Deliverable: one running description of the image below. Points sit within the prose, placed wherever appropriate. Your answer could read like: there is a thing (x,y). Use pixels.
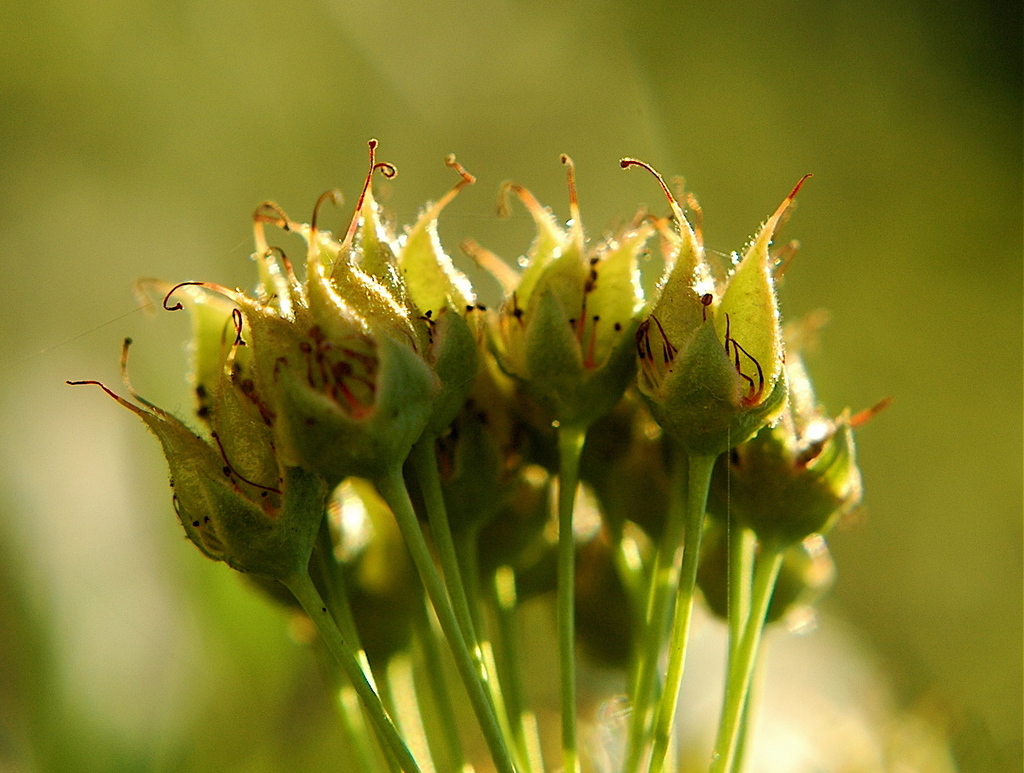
In this picture we can see flowers (510,400) in the front (477,428), there is a blurry background (837,179).
